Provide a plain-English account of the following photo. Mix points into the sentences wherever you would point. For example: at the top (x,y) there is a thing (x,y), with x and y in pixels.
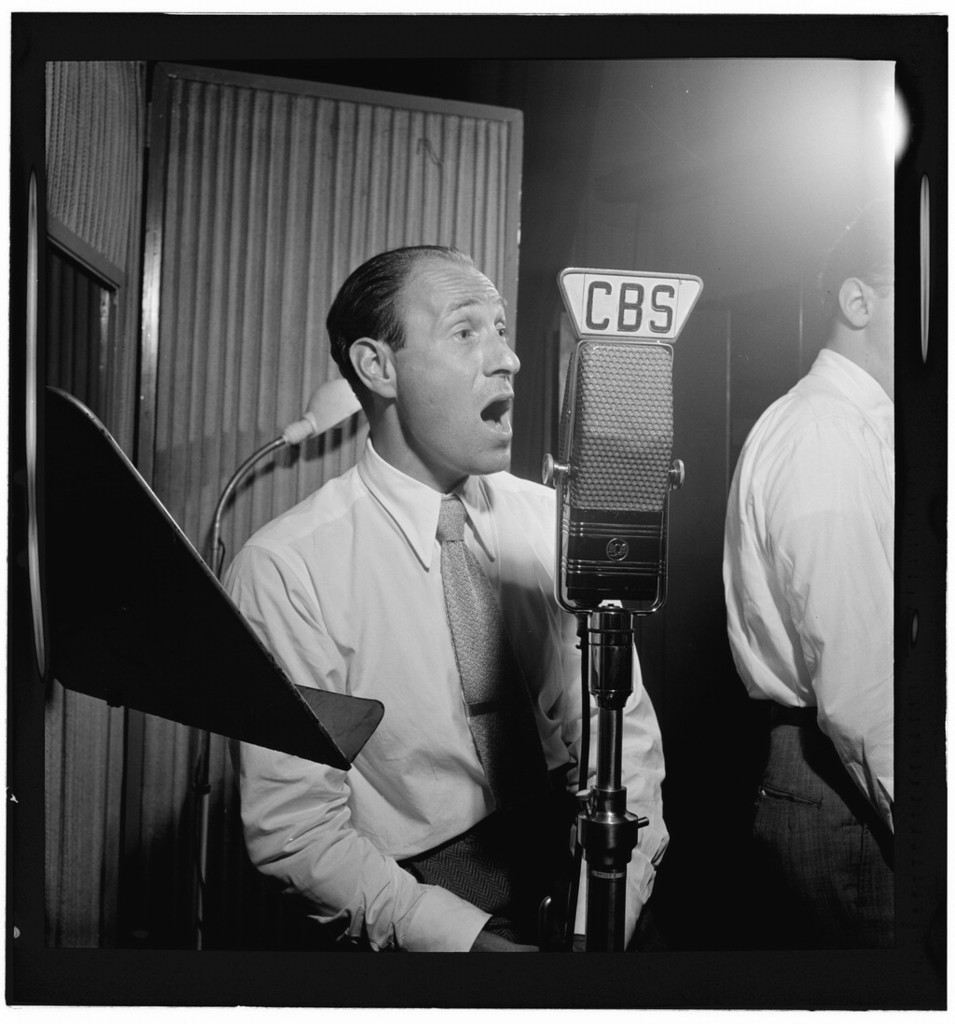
This is a black and white image. In this image we can see a person (396,435) sitting at the mic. On the right side of the image (830,791) we can see person (788,808) standing. In the background (740,219) we can see wall (604,209) and curtain (260,223).
